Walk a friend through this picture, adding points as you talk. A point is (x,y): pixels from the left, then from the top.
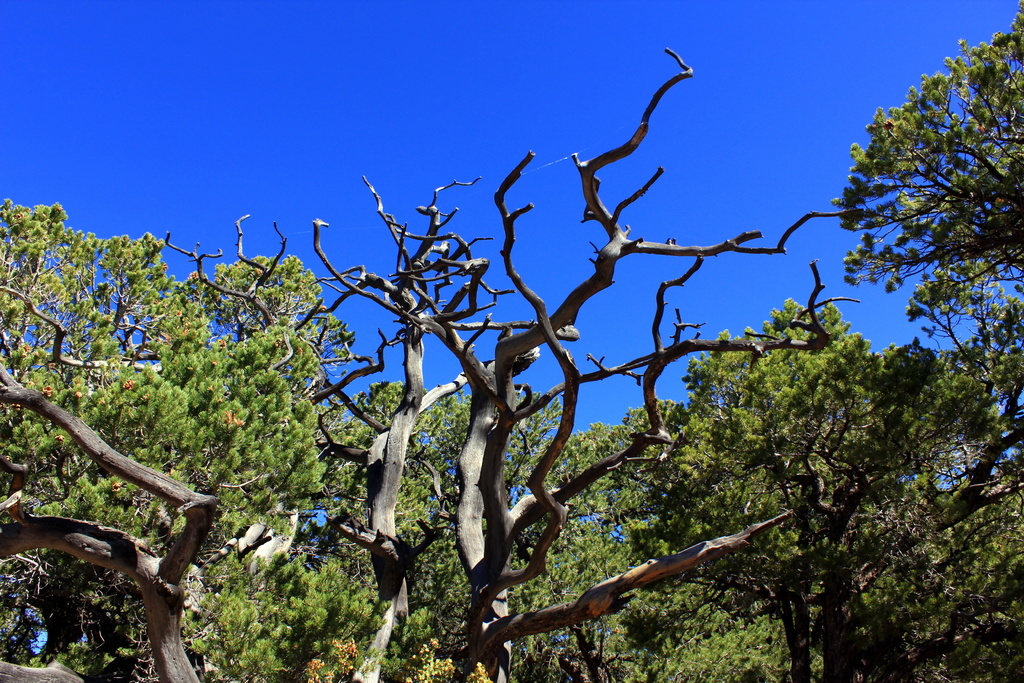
In front of the image there are trees (445,403). In the background of the image (362,104) there is sky (286,113).
